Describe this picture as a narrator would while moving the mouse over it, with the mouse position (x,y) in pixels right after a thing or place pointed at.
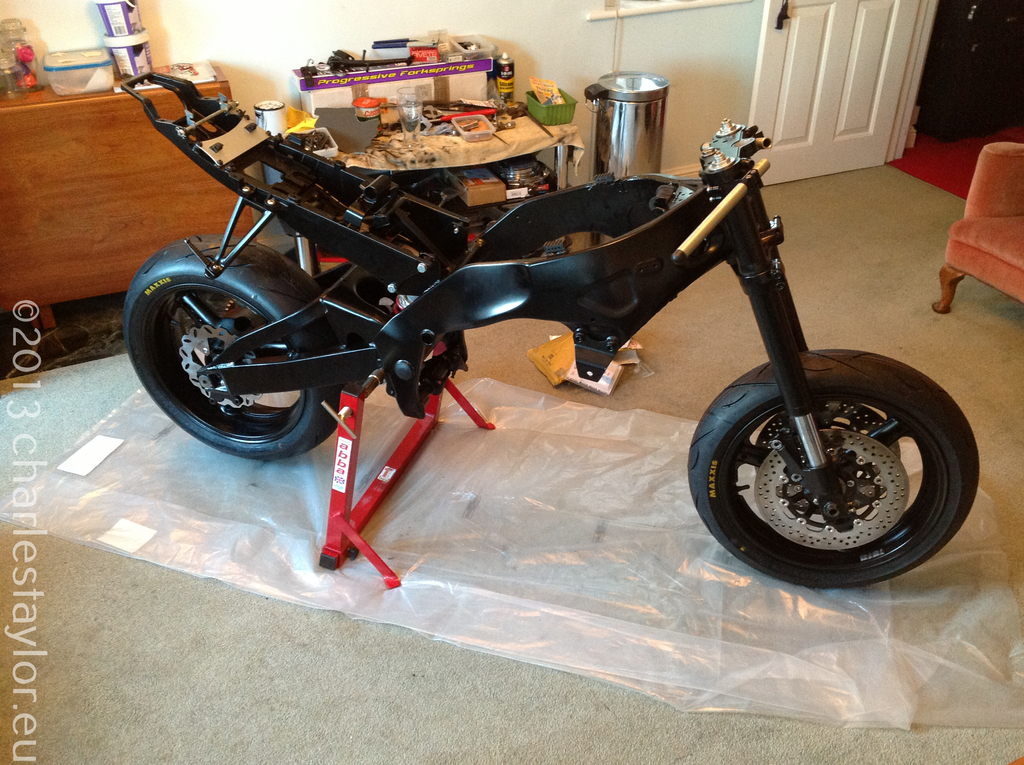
In this picture we can see a motorcycle frame (451,313) which consists of two wheels (140,354), in the bottom (535,518) there is a cover (581,579), in the background (626,124) we can see a dustbin (659,108), on the right side of the picture (994,241) we can see a chair (1001,225), here we can see one door (849,39), on the left side of this picture (160,140) we can see a cupboard (108,188).
